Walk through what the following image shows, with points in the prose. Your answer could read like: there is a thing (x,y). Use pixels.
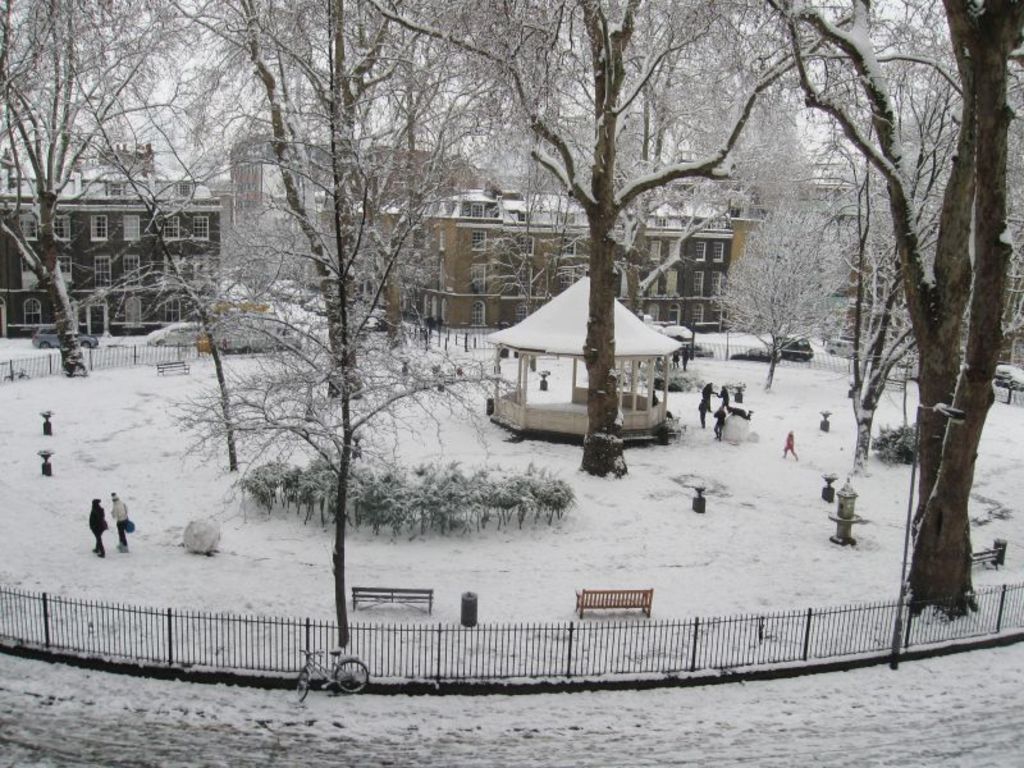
In this image I can see fence (619,624), snow (621,612), a bicycle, benches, people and some other objects (43,416). In the background (397,257) I can see buildings (424,279), trees (339,333), plants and the sky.
